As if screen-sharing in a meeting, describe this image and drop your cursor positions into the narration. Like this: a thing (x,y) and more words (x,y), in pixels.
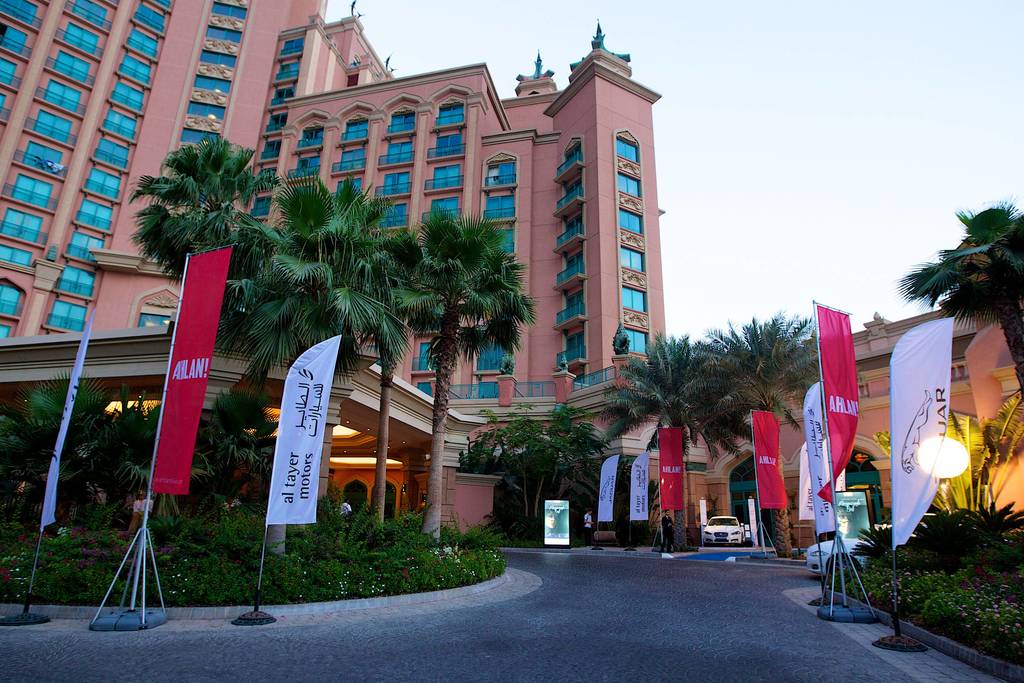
In this picture we can see a few advertising flags (291,509). There are plants (402,566), flowers (900,587), vehicles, a few people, trees (572,520) and a building (589,162). We can see the sky (795,73).
